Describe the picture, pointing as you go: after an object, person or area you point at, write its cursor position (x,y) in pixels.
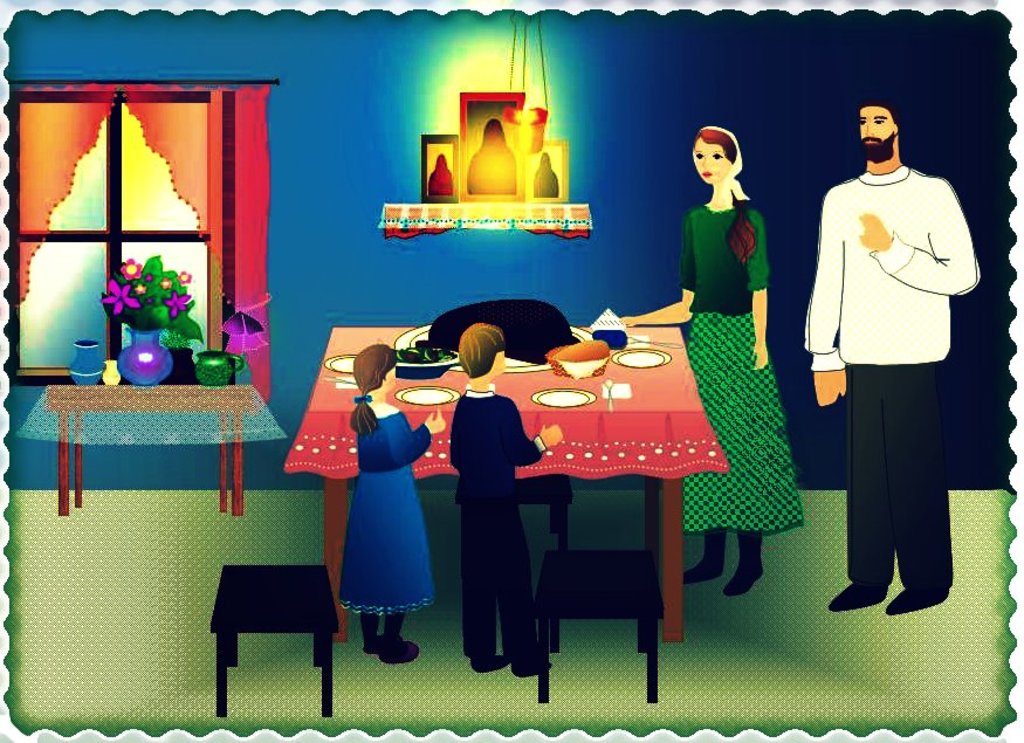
In this image there is an animation picture in which there is a man (859,242) and a woman (740,264) on the right side (857,295). In front of them there is a table (616,369) on which there are plates (644,358), bowls (611,343) and some food (600,356). Beside the table (312,419) there are two kids (480,468). On the left side (170,395) there is a table (122,390) on which there are flower pots (150,358). In the background (96,169) there is a window (115,143) with the curtain (105,95). At the top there is the light (518,125). To the wall (377,155) there are photo frames (476,184).
